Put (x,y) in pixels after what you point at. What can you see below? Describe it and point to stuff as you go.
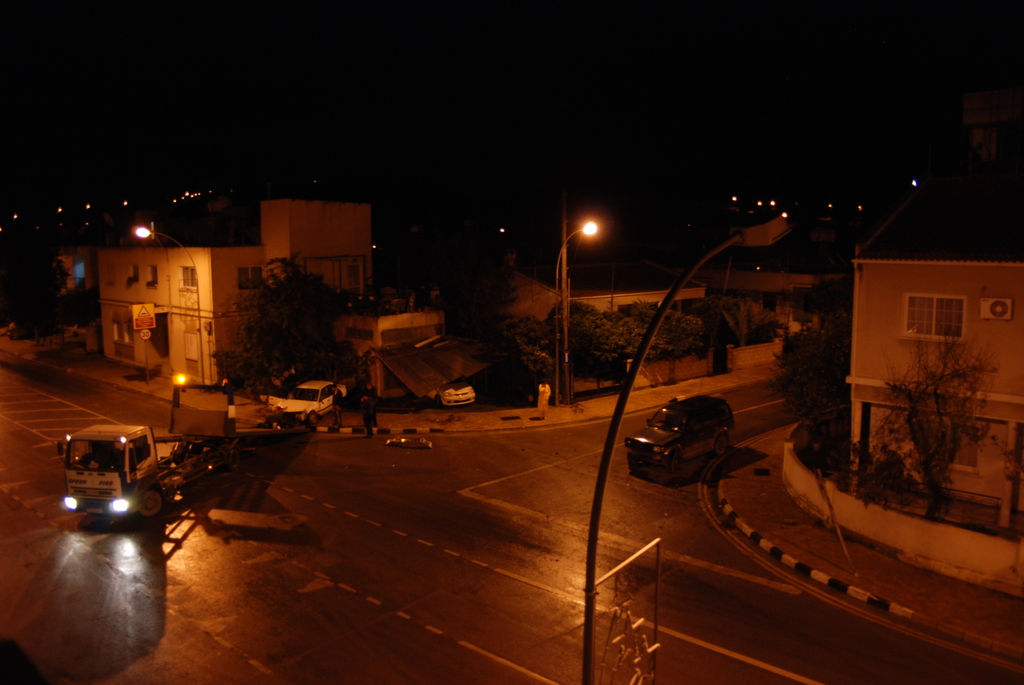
The image is taken outside a city (412,404) on the street (564,468). In the foreground of the picture (502,465) there are vehicles (212,421), road (613,551), footpath (902,609) and street light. In the center of the picture (668,324) there are buildings (119,251), trees (923,485), cars (668,436), street light (593,226) and other object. In the background (447,132) it is dark.
